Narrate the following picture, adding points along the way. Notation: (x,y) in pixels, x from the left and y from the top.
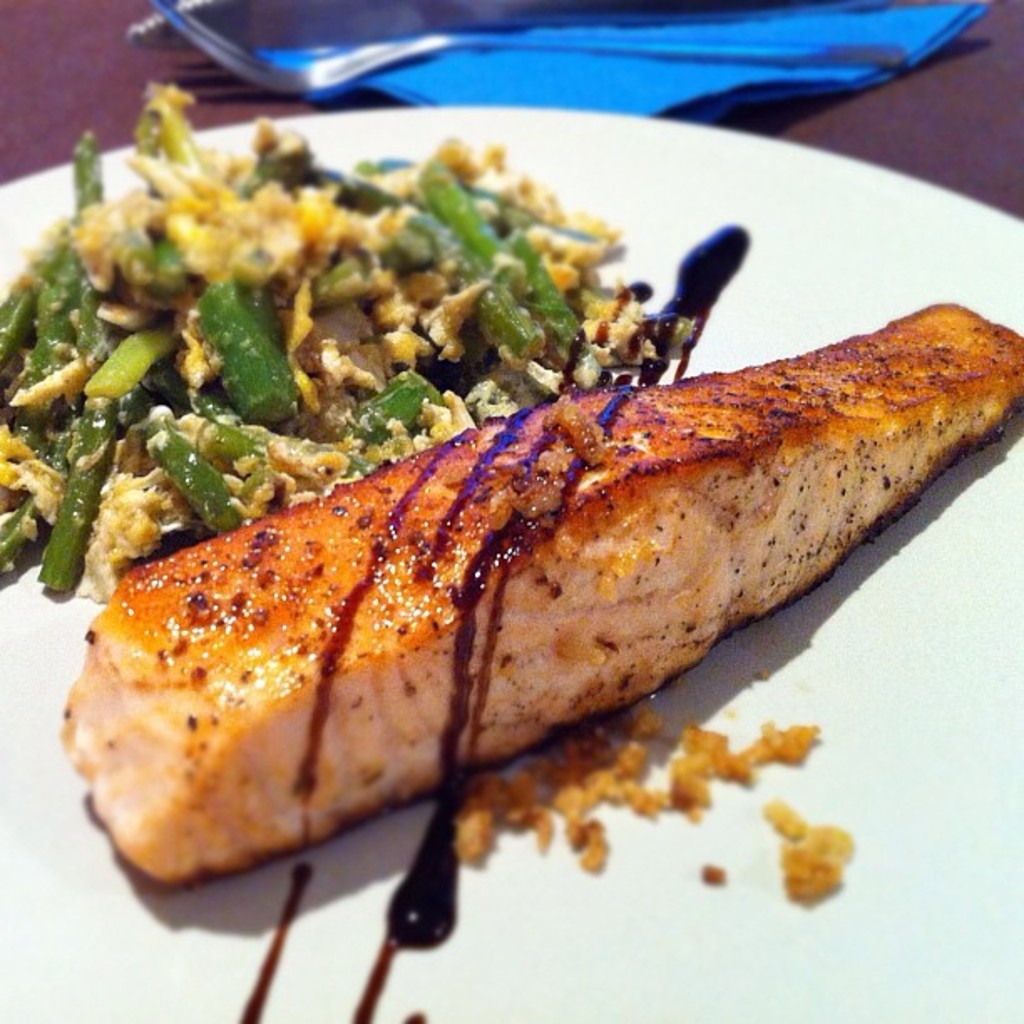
In this picture I can see food (430,389) in the plate (700,153) and I can see a table (2,10).
